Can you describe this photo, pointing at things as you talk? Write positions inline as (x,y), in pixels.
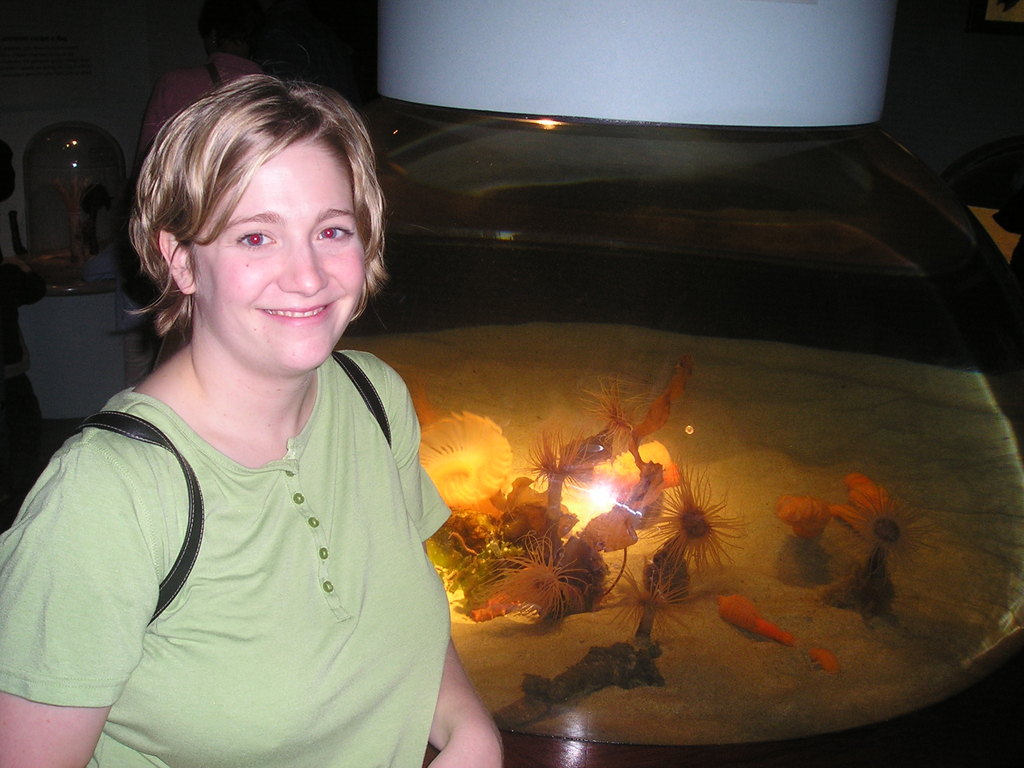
On the left side (311,576), we see the woman (302,523) in the green shirt (310,596) is standing. She is smiling and she might be posing for the photo. Behind her, we see a person (203,81) is standing. Beside him, we see a white wall (58,105) and a glass dome (46,190). On the right side (840,425), we see an aquarium (693,373) containing the sea anemones (695,481) and behind that, we see a dark background (926,116).
